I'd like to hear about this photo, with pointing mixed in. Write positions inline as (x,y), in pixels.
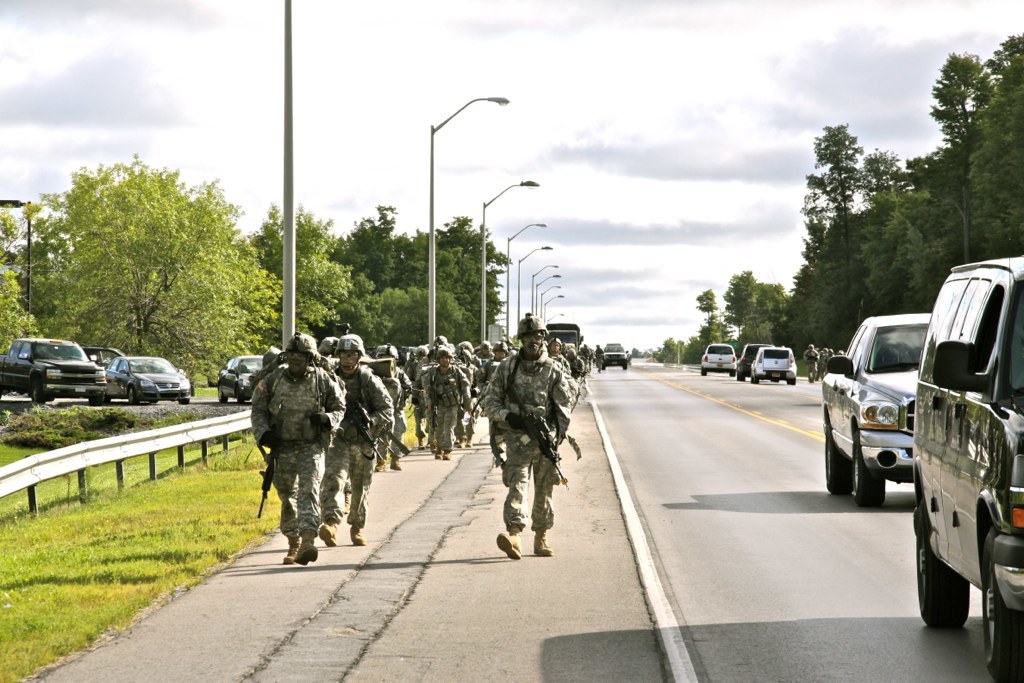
In this image we can see men (519,554) marching on the road (606,456), motor vehicles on the road (840,546), street poles (433,245), street lights (430,231), trees (269,274), barriers (242,416), grass (200,497) and sky (544,178) with clouds (330,160).
